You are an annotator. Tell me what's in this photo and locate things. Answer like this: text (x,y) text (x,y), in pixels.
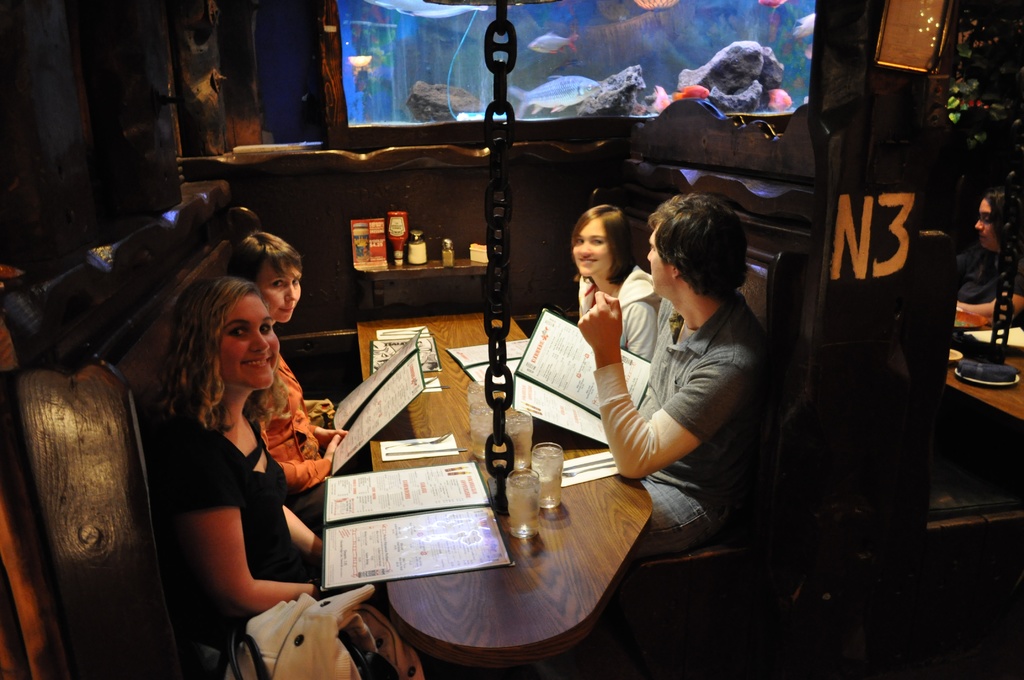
Here in this picture we can see a group of people (267,439) sitting over a place and in front of them we can see a table (429,414), on which we can see a menu cards (578,346) present and we can also see glasses of water (524,459) and we can see the women (279,431) are smiling and beside them in the rack (430,265) we can see some bottles (399,229) present and above them in the fish tank (363,48) we can see some fishes (706,91) present and on the right side (1001,211) also we can see a woman (1005,199) sitting over a place and we can also see some plants (978,107) present.
